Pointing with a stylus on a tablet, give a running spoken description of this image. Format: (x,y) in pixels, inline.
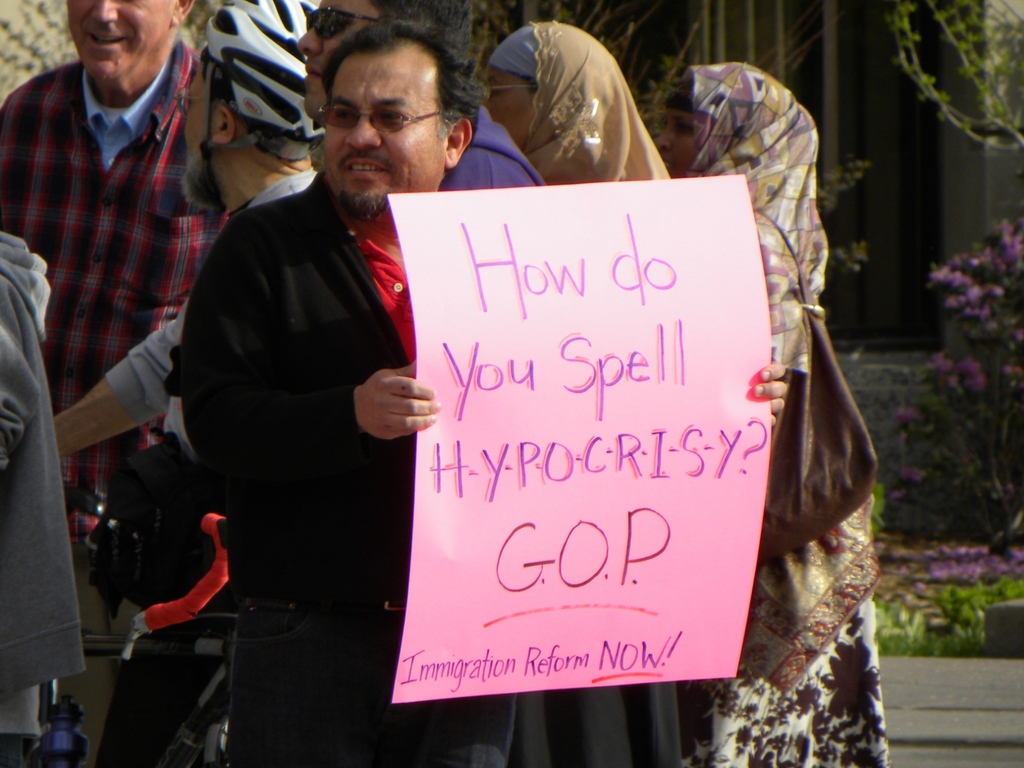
In this image, we can see people (228,58) and some are wearing scarves (602,100) and some are wearing glasses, one of them is holding a paper (601,418) with some text (490,390). In the background (644,105), there are plants (937,568) and we can see a bicycle (218,672).
